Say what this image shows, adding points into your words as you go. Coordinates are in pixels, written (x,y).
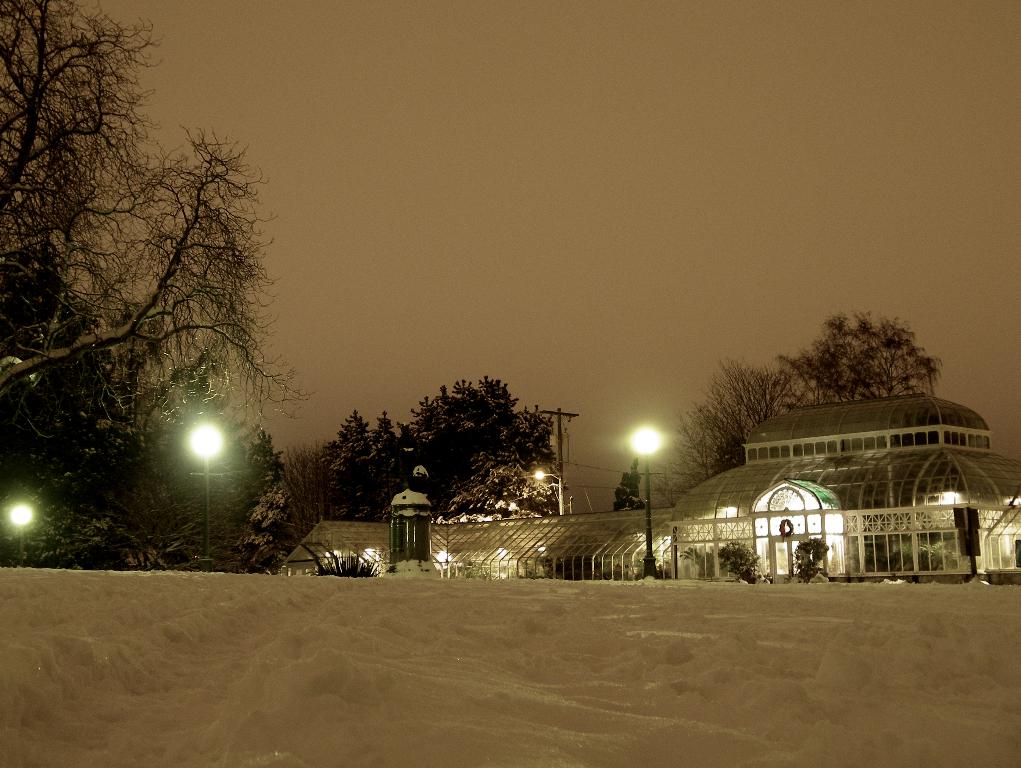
In this image we can see snow (505,652) on the ground (595,626). In the back (637,536) there is a building (533,524) with lights (794,525). Also there are light poles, trees (362,457) and electric pole (559,479). In the background (537,210) there is sky (389,171).
